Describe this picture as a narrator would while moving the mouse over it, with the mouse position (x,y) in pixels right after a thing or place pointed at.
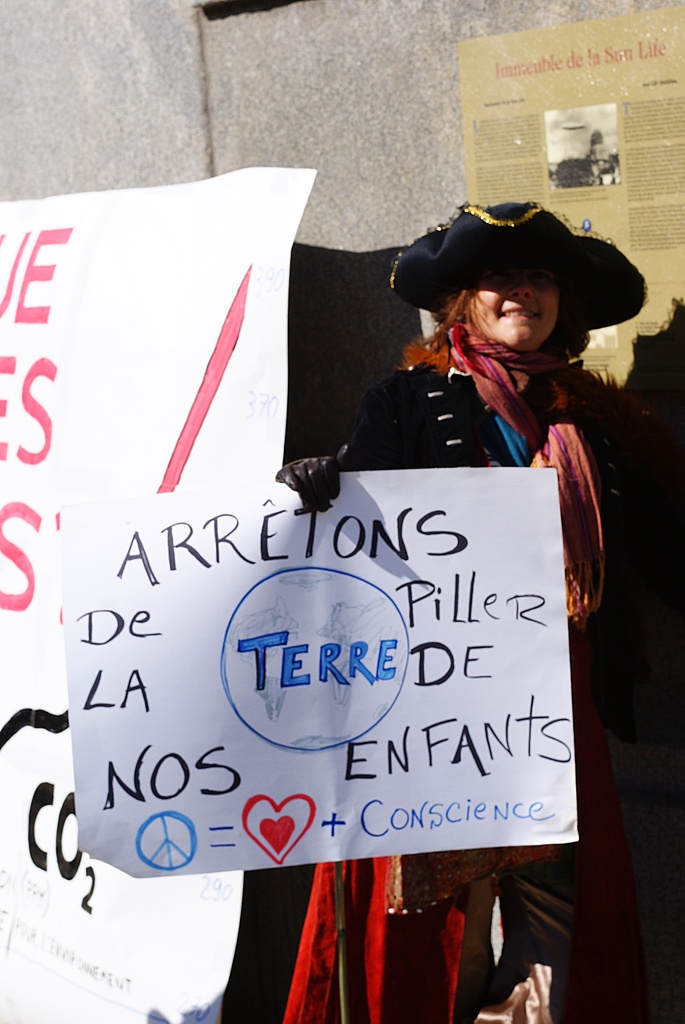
In this image we can see a woman (347,966) holding a poster (341,688) with her hand (327,497) and there is something written on it. In the background (93,466) we can see a banner (104,351), wall (211,31), and a poster (600,216).
